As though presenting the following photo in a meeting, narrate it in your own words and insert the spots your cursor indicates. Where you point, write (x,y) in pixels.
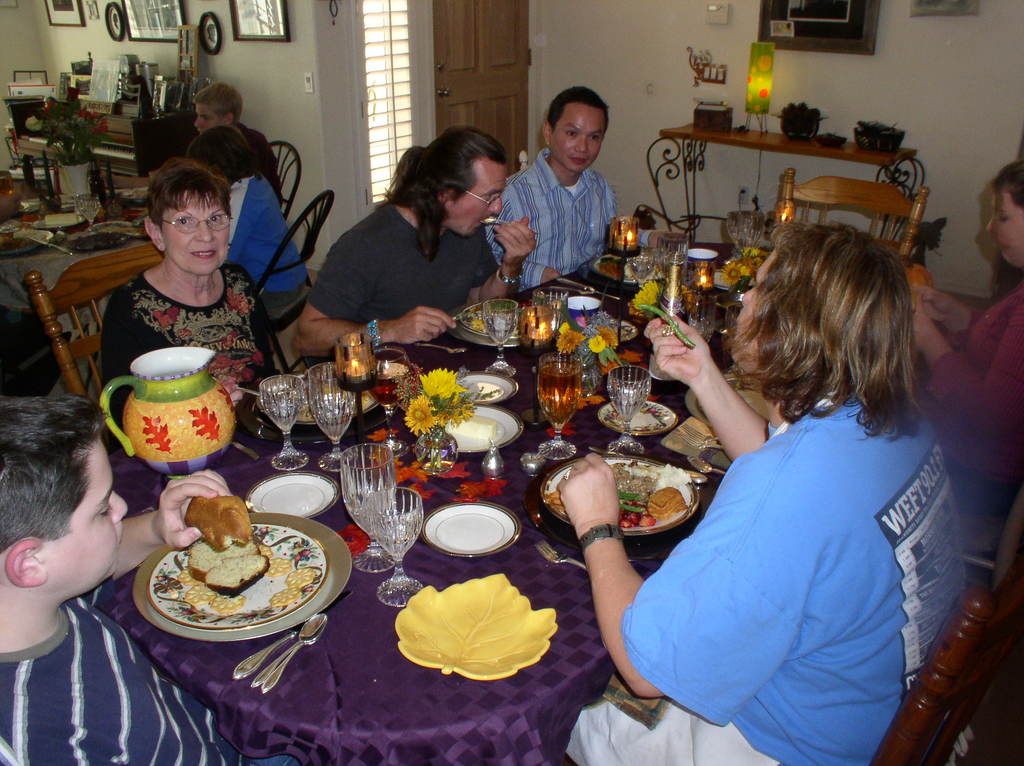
In this image, there is a table (515,684) which is covered by a purple color cloth (500,723), on that table (508,693) there are some plates (249,599), there are some glasses (395,416), there are some food items (283,563) on the table (447,491), in the left side (184,428) there is a jug (170,402) which is in yellow color, there are some people (701,574) sitting on the chairs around the table (487,719), in the background (610,133) there is a white color wall (685,62) and there is a brown color door (473,77).
